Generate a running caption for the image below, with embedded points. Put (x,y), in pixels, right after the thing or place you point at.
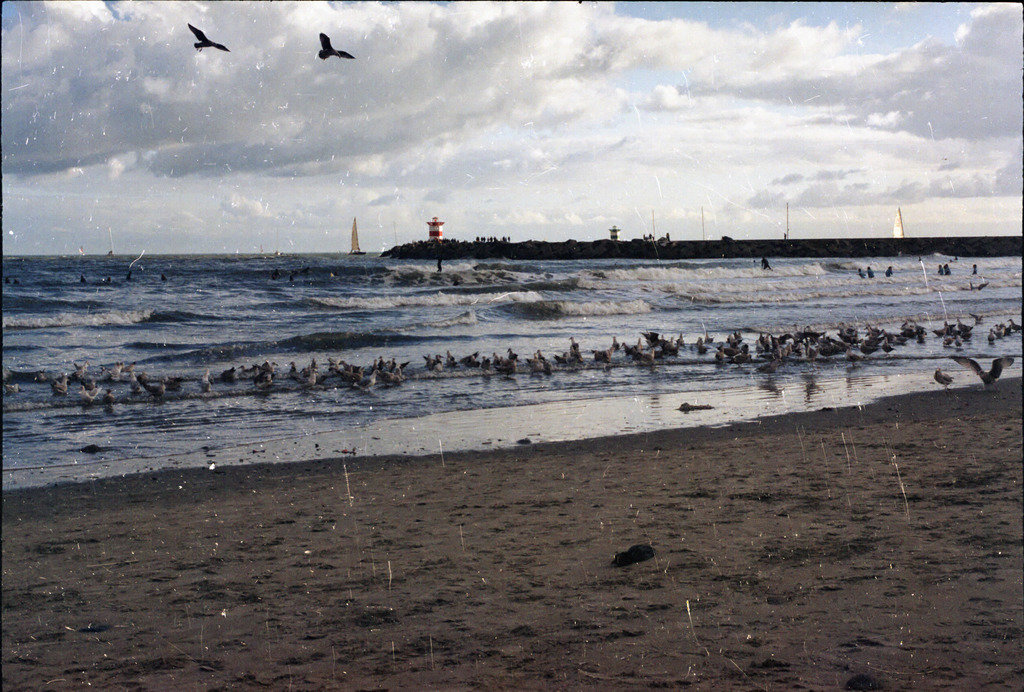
In this image in the center (344,300) there is one beach (598,403), in that beach (815,369) there are some birds (810,353) and in the background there are some boats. At the bottom (431,498) there is sand (814,511) and on the top of the image (531,180) there is sky (719,177).
